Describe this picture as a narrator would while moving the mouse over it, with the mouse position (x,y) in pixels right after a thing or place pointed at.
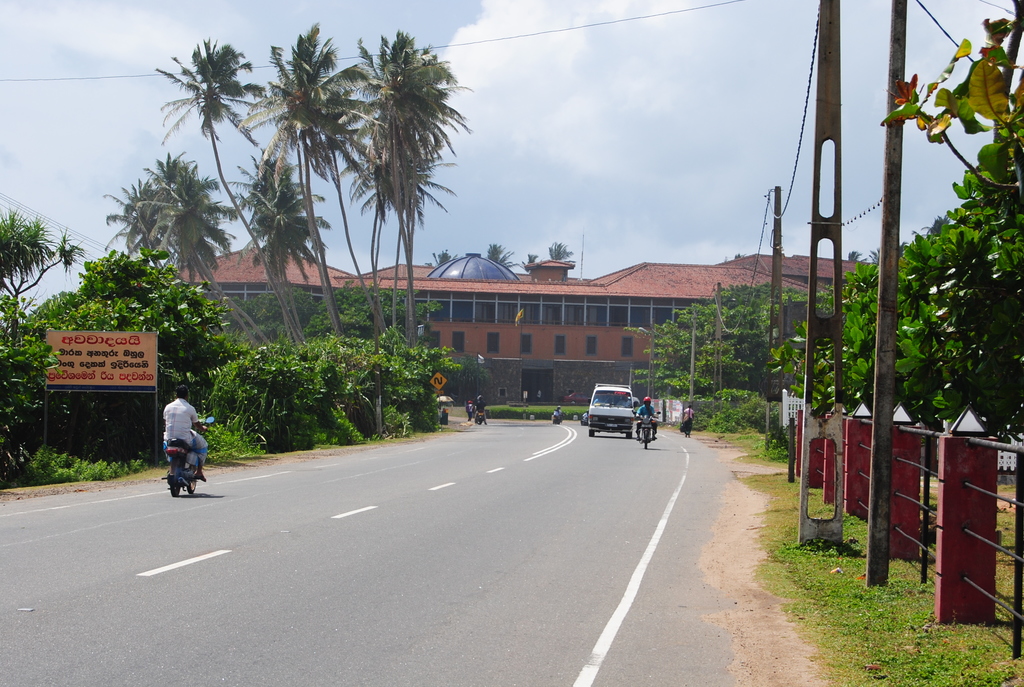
In this image there is a road (431,611) on which there are vehicles (606,402). In the background (579,288) there is a building (629,299). There are trees (284,309) on either side of the road (493,464). At the top (521,58) there is the sky (536,49). On the footpath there are electric poles (836,358) through which wires (758,260) are connected. On the left side (89,332) there is a board (101,364) on the footpath (109,481).
